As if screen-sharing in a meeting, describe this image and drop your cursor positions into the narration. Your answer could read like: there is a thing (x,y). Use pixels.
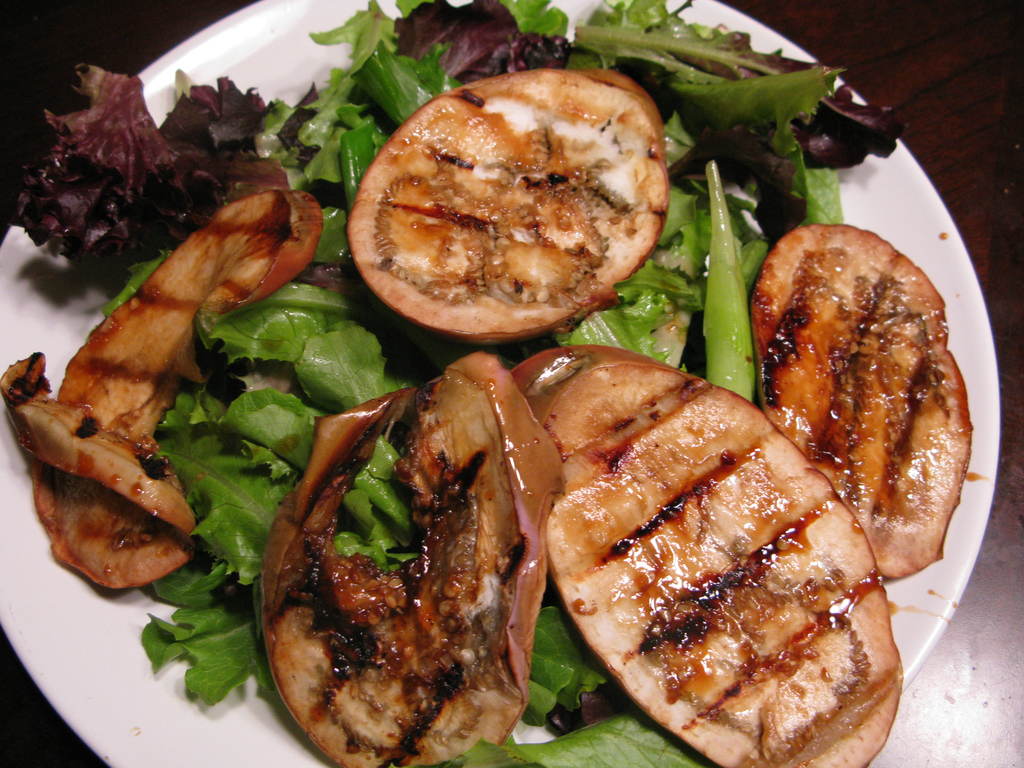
In this image I can see food (362,595) and some salad (652,284) on the white plate (348,1) and background (892,72) is dark.
